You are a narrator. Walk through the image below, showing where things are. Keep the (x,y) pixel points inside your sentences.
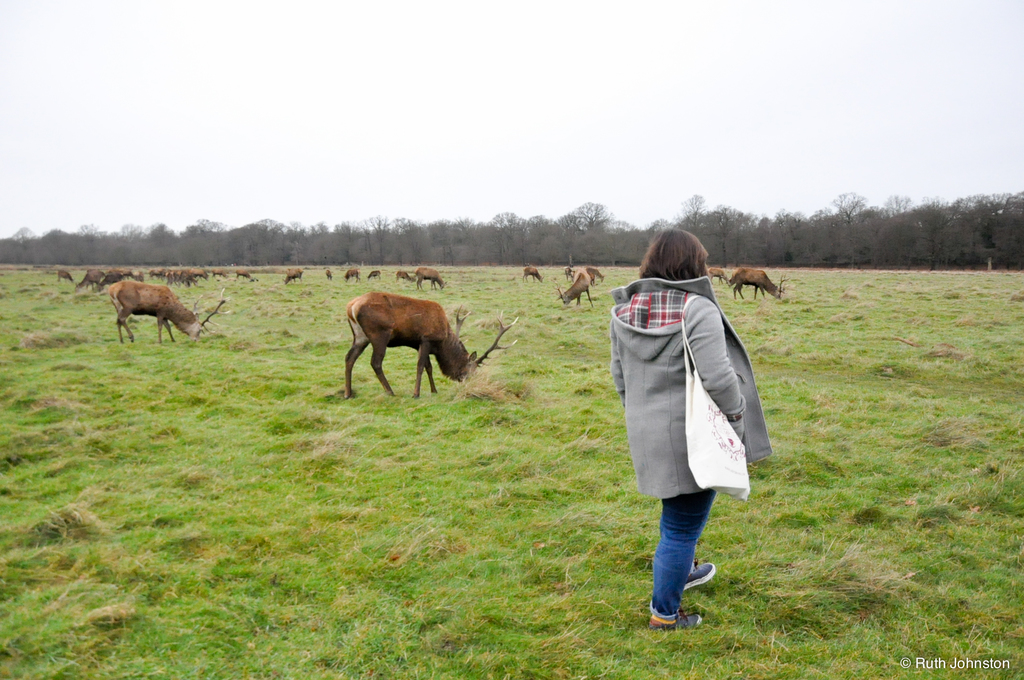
In this image we can see a person (659,450) holding the bag (703,458). We can also see the animals (402,327) present on the grass (303,501). In the background (490,254) there are trees (492,239) and also the sky (808,55). In the bottom right corner (925,663) there is text (1010,665).
